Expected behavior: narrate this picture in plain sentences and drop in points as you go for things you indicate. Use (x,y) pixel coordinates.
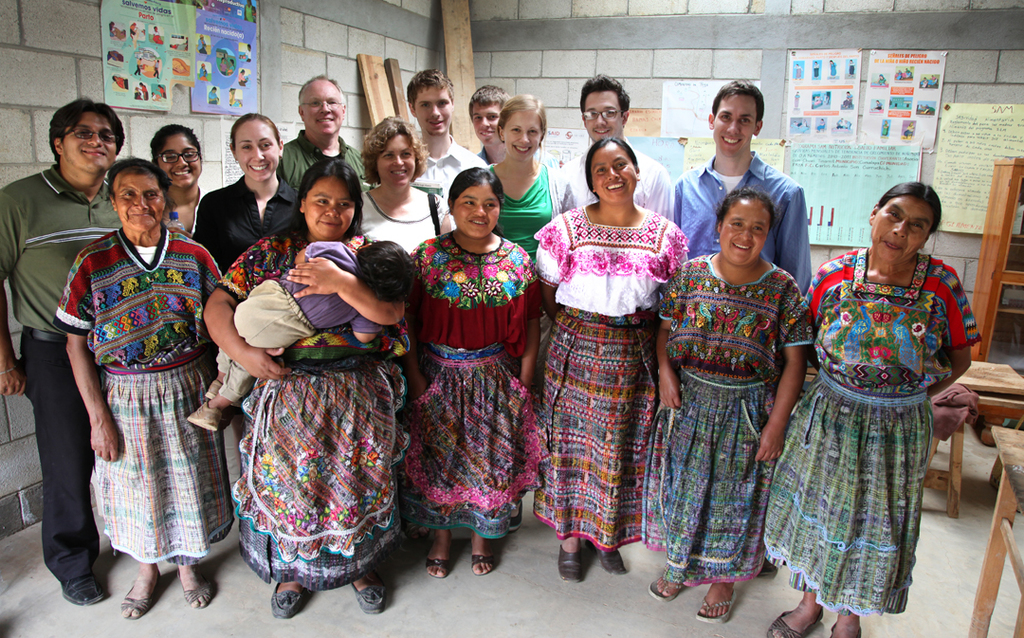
In this picture there are people (340,280) standing on the floor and smiling, among them there is a woman (274,458) holding a kid (314,291). In the background of the image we can see posts (977,154) on the wall (751,73), wooden planks (461,95), clothing (963,402) and objects (1003,411).
